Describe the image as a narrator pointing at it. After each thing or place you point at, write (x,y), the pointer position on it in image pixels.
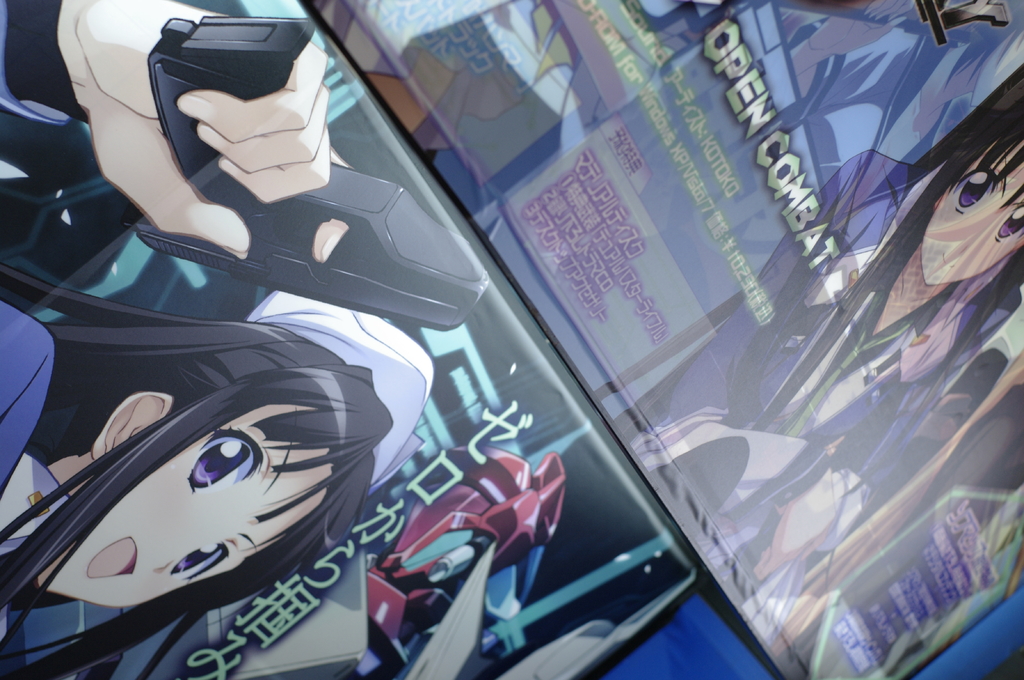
In this image there are boards (683,401). There are animated images (408,359) and text (729,69) on the boards (702,98).
